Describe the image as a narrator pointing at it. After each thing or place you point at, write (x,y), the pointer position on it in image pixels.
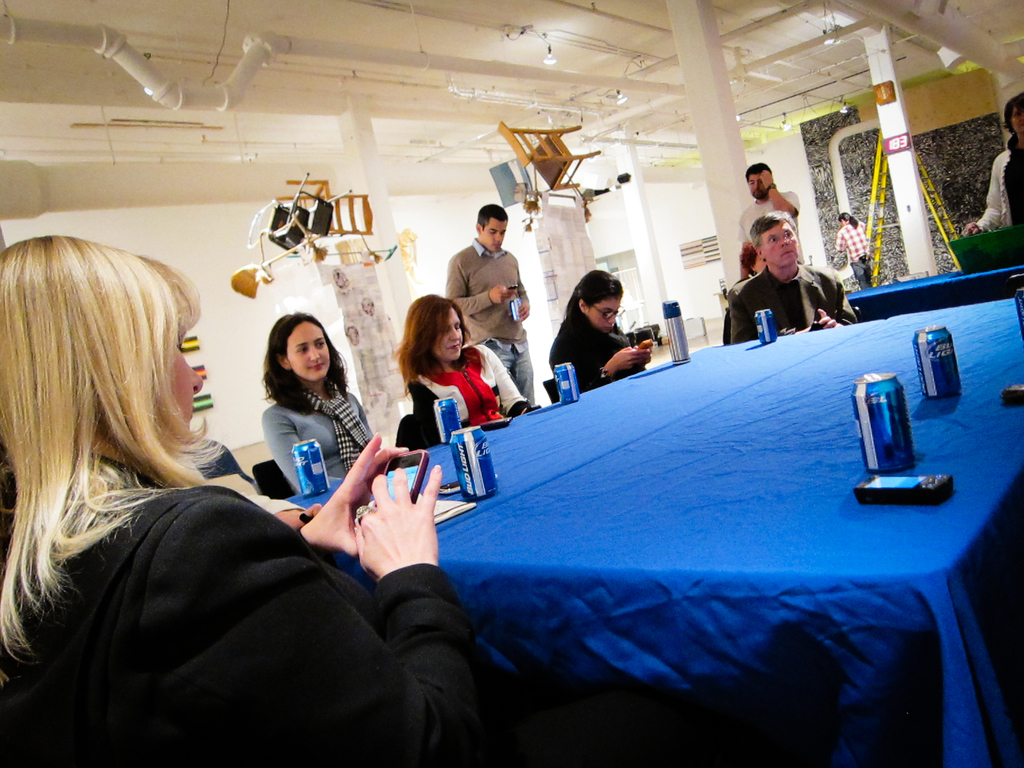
5 persons (402,658) are sitting and some looking into the phones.
